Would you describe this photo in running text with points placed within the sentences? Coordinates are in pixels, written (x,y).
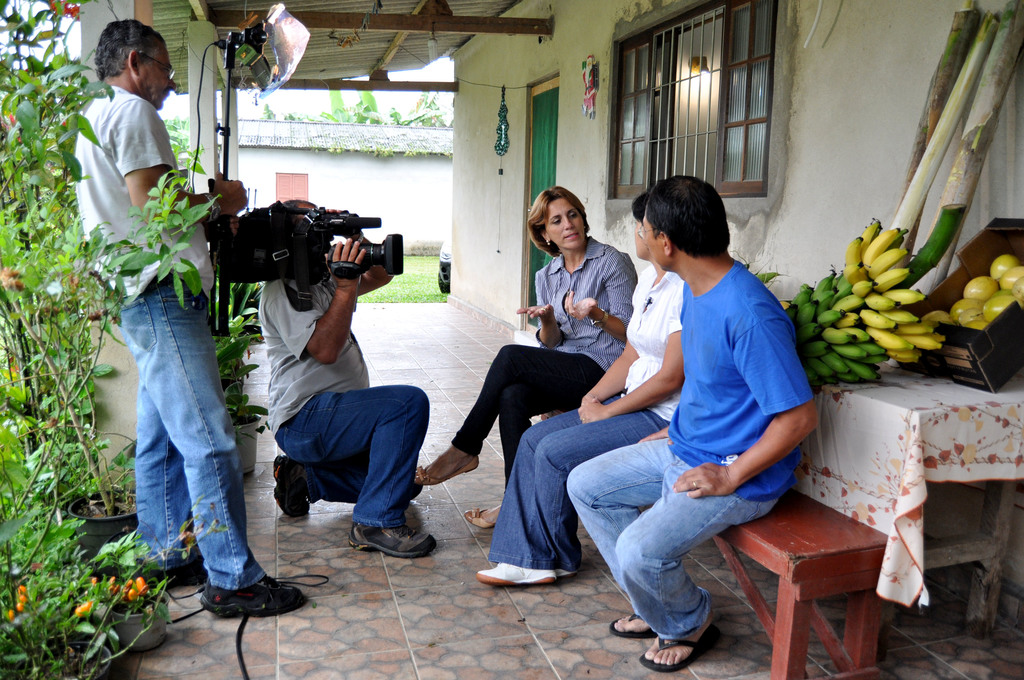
In this image, there are a few people (667,358). Among them, some people (624,332) are sitting on the bench (867,531) and a person (210,380) is holding an object (338,227). We can see a table (920,450) covered with a cloth (942,429) and some objects (866,301) like fruits (876,292). We can see the ground (255,636) and some plants (93,626) in pots (106,651). We can also see a wire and the wall (455,99) with windows (617,81), a door (540,101) and some objects (588,71). We can also see the roof (422,48) with the shed (451,40) and some wooden poles (405,18). We can also see some grass (416,278) and an object (443,242). We can also see a house (415,234), a few trees (372,113) and the sky (288,108).
